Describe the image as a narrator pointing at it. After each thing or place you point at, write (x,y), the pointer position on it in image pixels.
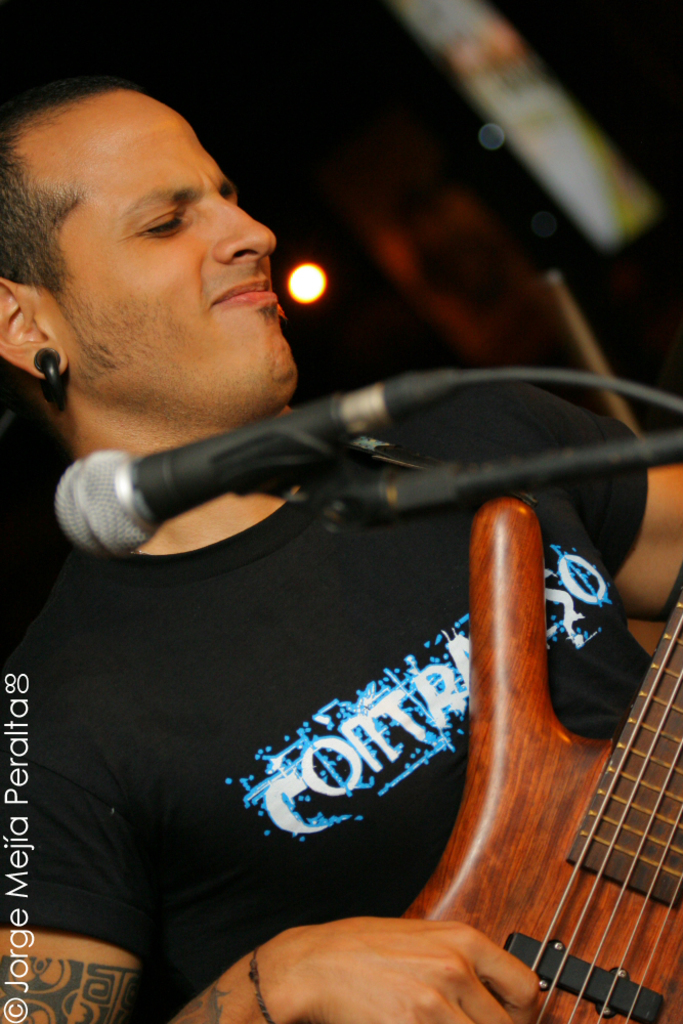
This picture describes about a man (108,650) is playing a guitar (510,792) in front of microphone (90,471).
